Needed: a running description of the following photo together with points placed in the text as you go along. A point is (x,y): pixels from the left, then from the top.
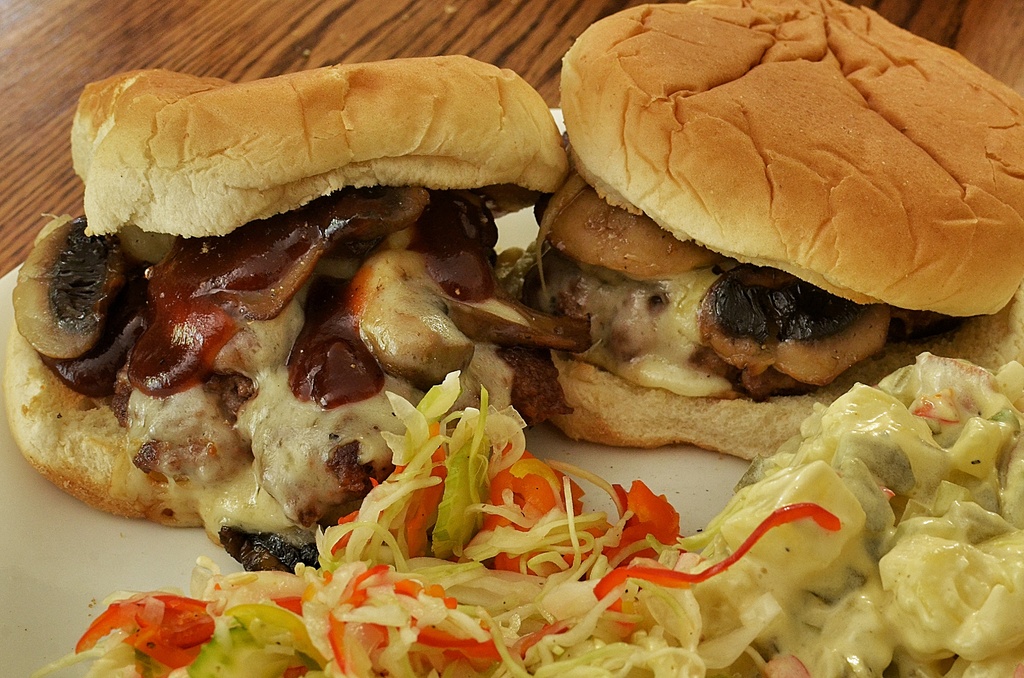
In this image there are two burgers (317,451) and food items (996,452) on the plate (135,551), on the wooden board (68,23).
